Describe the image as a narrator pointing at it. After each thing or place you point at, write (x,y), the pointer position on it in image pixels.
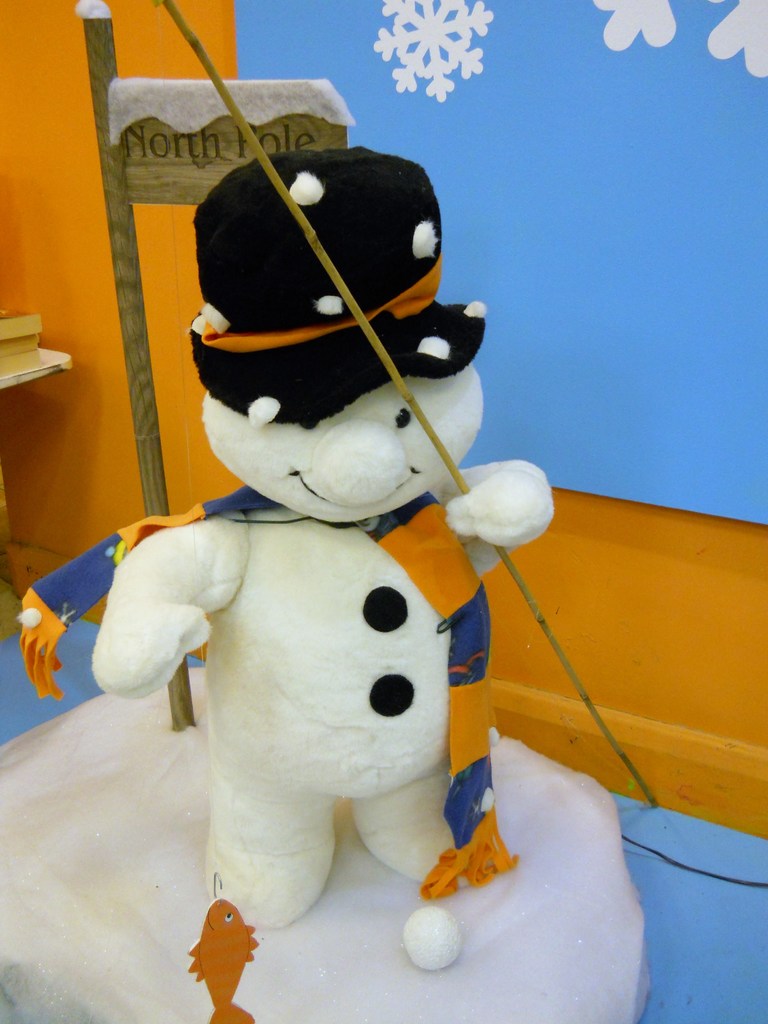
In the center of this picture (364,357) we can see a white color object (300,716) seems to be a soft toy (414,532) holding a stick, wearing black color cap (360,381) and standing. In the background (663,417) we can see some pictures (713,41) on a blue color object (380,146) and we can see the text (191,147) on a board (180,151) attached to the pole (105,40) and we can see some other objects (123,857) and the fish (212,946).
